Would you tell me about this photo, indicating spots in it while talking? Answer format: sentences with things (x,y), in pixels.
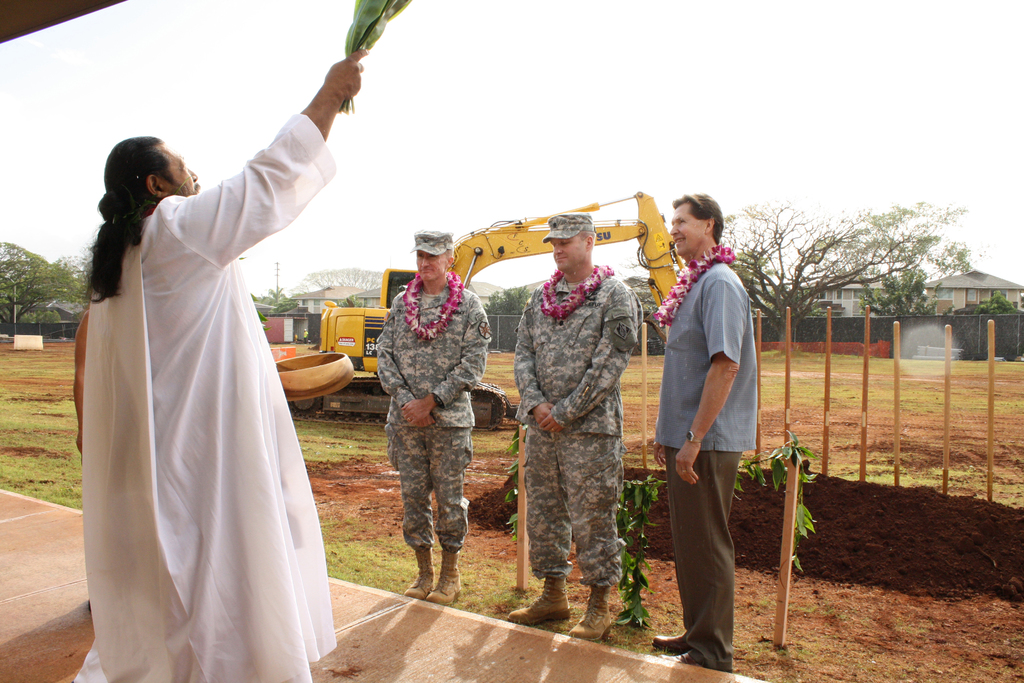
In this picture there is a man (197,307) wearing white dress (238,463) standing in the front (252,602). Behind there are two military soldier (596,347) and a man (666,306) standing and looking to him. Behind there is a yellow color excavator (474,256) on the ground (774,378) and some trees (837,246).
